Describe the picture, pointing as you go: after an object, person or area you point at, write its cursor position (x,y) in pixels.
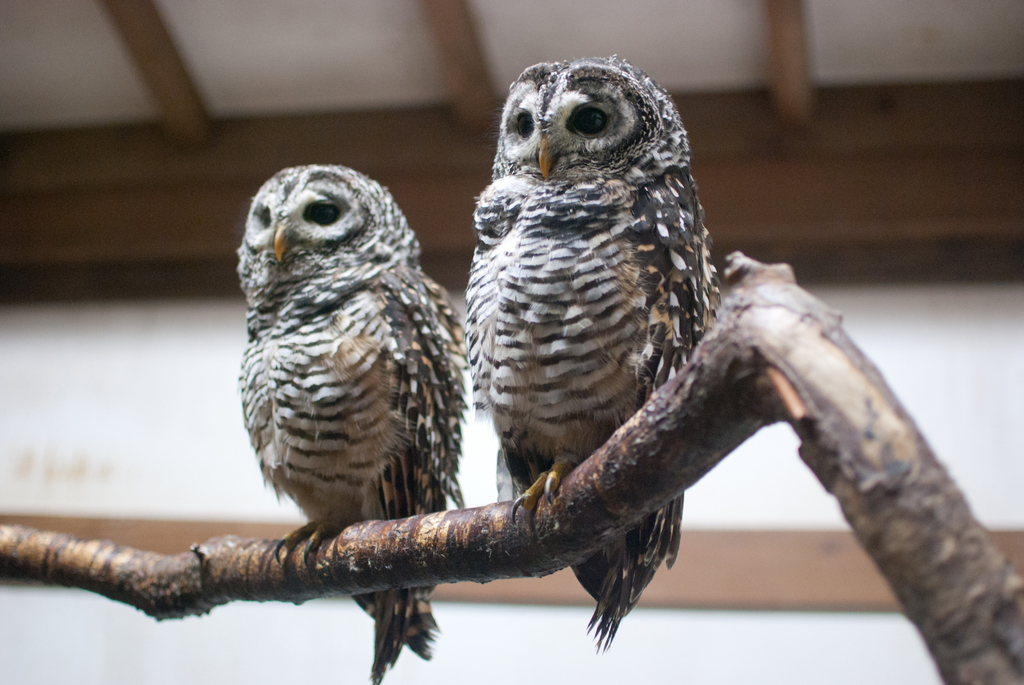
In this image I can see two owls (524,380) standing on the branch (674,378). Owl (669,369) is in brown, black and white color. Background (53,189) is blurred.
